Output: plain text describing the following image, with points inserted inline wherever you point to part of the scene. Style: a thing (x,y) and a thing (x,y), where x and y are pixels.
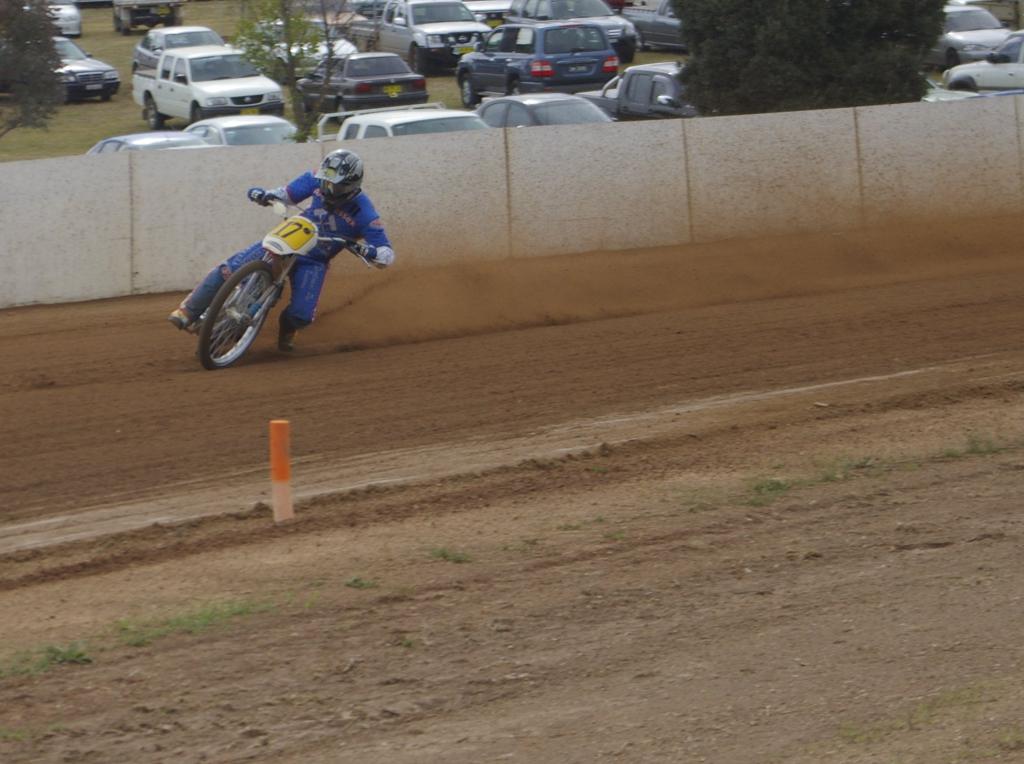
In this picture there is a man (361,213) who is riding a bike (266,303). He is wearing helmet (340,192), goggles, clothes (369,231), jacket (378,237), trouser (301,269) and shoe (292,314). On the top (16,30) we can see plants (814,91). Here we can see so many cars (411,99) which are parked on the ground (75,119). Here we can see grass (30,131).
